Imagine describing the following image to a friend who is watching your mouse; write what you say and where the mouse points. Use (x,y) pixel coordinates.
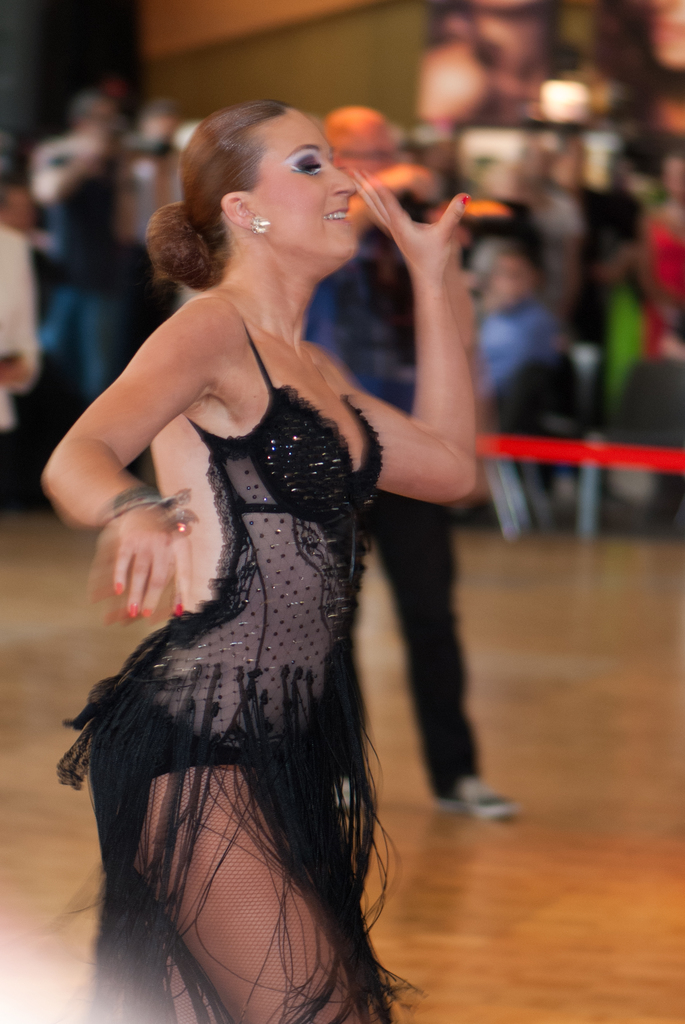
As we can see in the image there are group of people (327,288) and wall (230,69). The woman (258,315) standing in the front (253,556) is wearing black color dress (251,513).
